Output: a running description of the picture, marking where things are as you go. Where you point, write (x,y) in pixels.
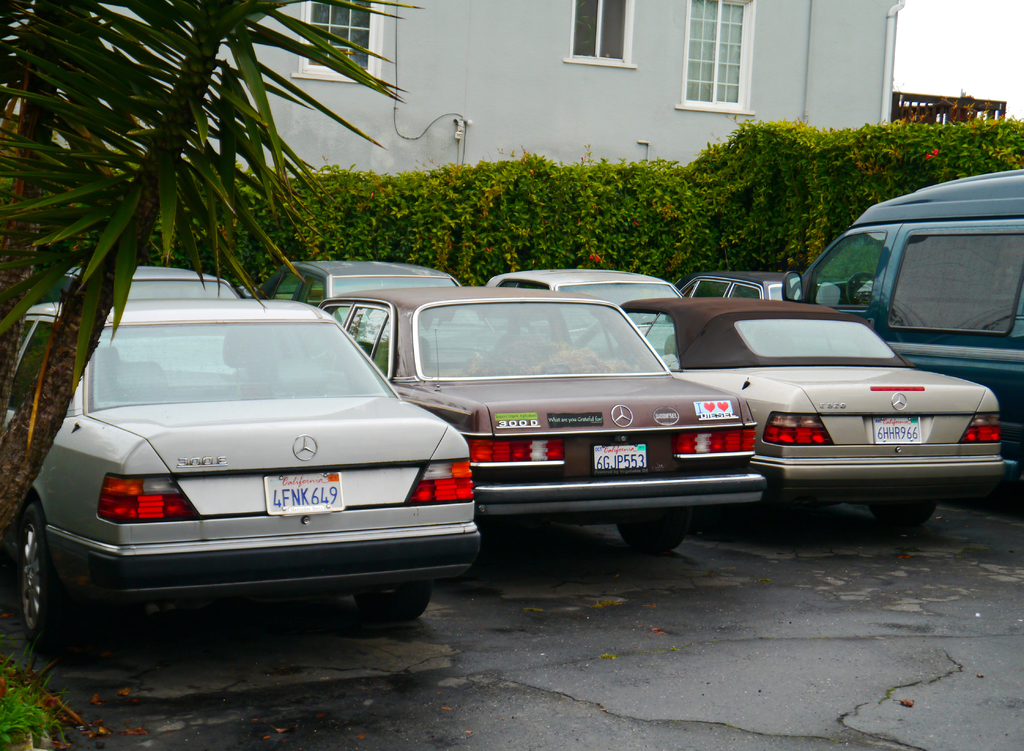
In this image there are cars (490,440) parked in a parking area (678,628) in the background (791,175) there are plants (319,237) and a house (634,114).
